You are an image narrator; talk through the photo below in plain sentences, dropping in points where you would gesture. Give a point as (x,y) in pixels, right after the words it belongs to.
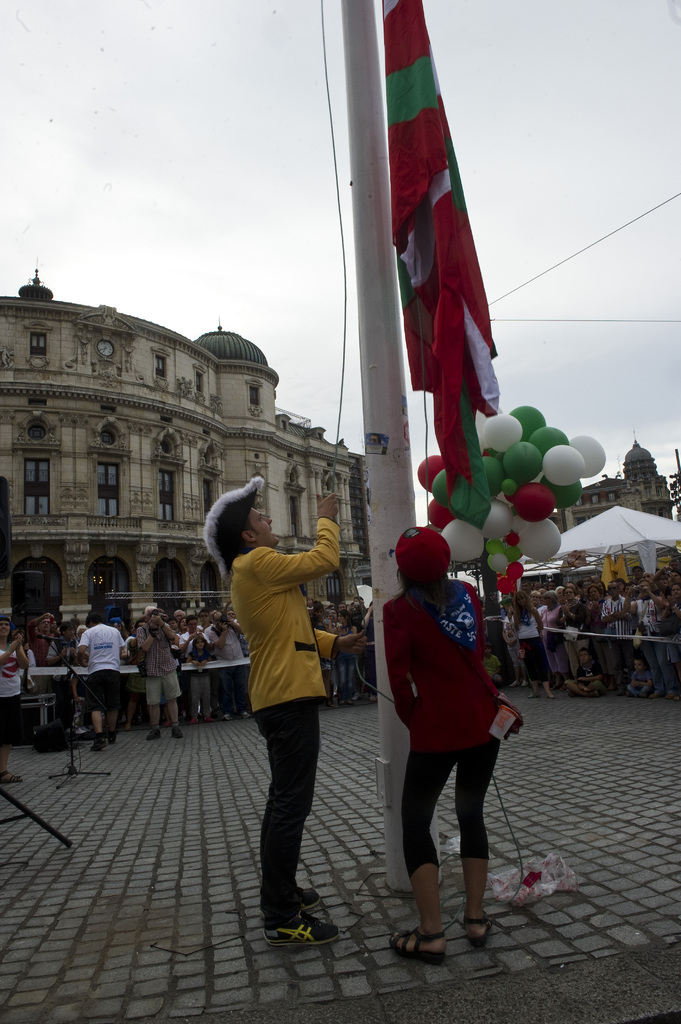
In this image we can see two persons (471,709) wearing cap (450,556). One person (266,559) is holding a rope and hoisting a flag (408,294) on the pole (380,402). In the back (13,657) there are many persons (182,615) standing. Also there are balloons (543,528). And there are stands (71,744). In the background (91,419) there are buildings (131,459). On the building (98,353) there are windows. Also there is a clock (102,350). In the background (287,86) there is sky (587,170).
